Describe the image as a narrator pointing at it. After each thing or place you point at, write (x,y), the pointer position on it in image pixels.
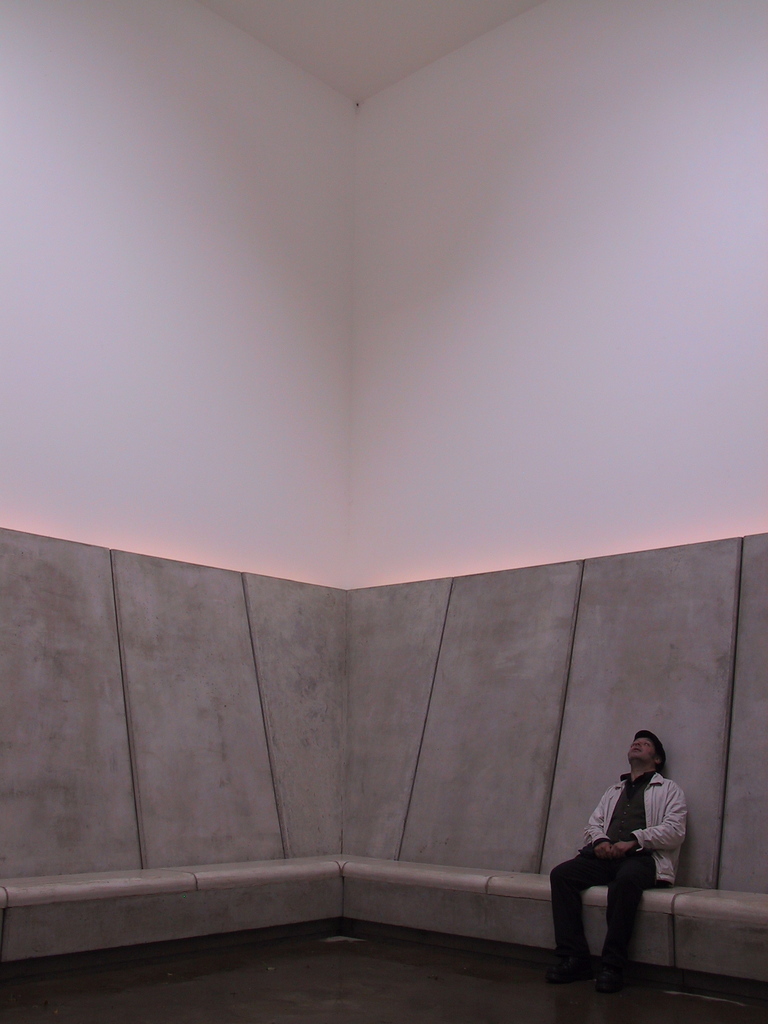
In this image on the right side (584,858) there is one person (606,867) who is sitting and in the background (164,461) there is a wall (328,580), at the bottom (362,997) there is a floor (252,989).
